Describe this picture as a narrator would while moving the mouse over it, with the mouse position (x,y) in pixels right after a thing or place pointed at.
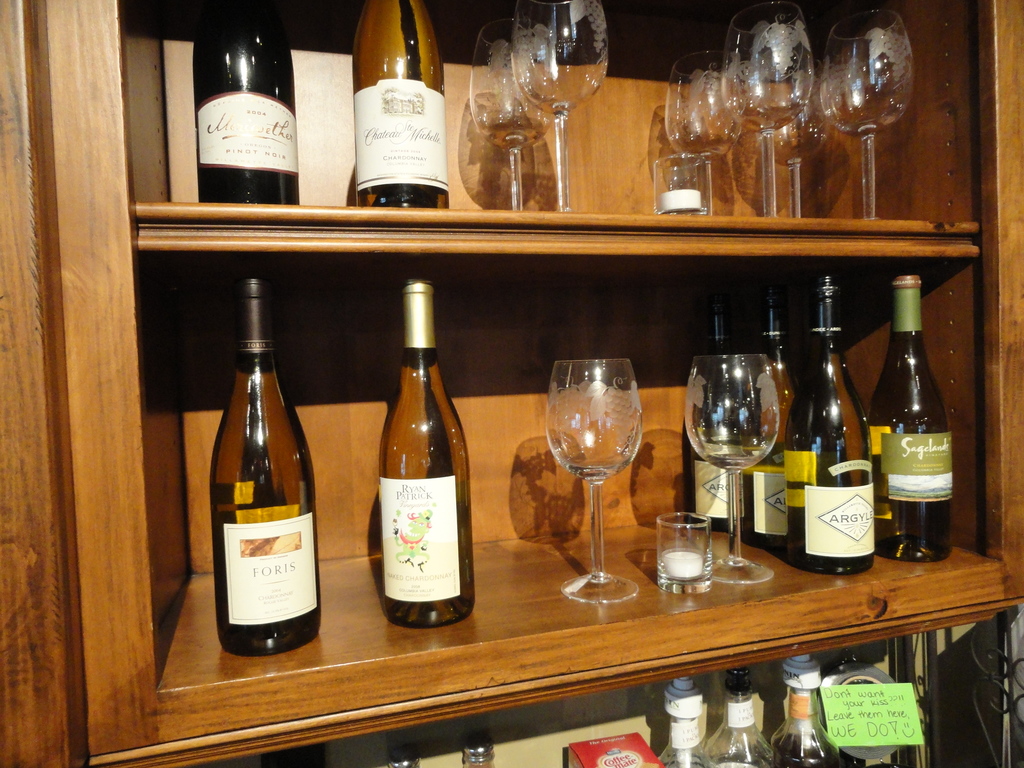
In this image I can see few bottles (375,73) and few glasses (538,47).
